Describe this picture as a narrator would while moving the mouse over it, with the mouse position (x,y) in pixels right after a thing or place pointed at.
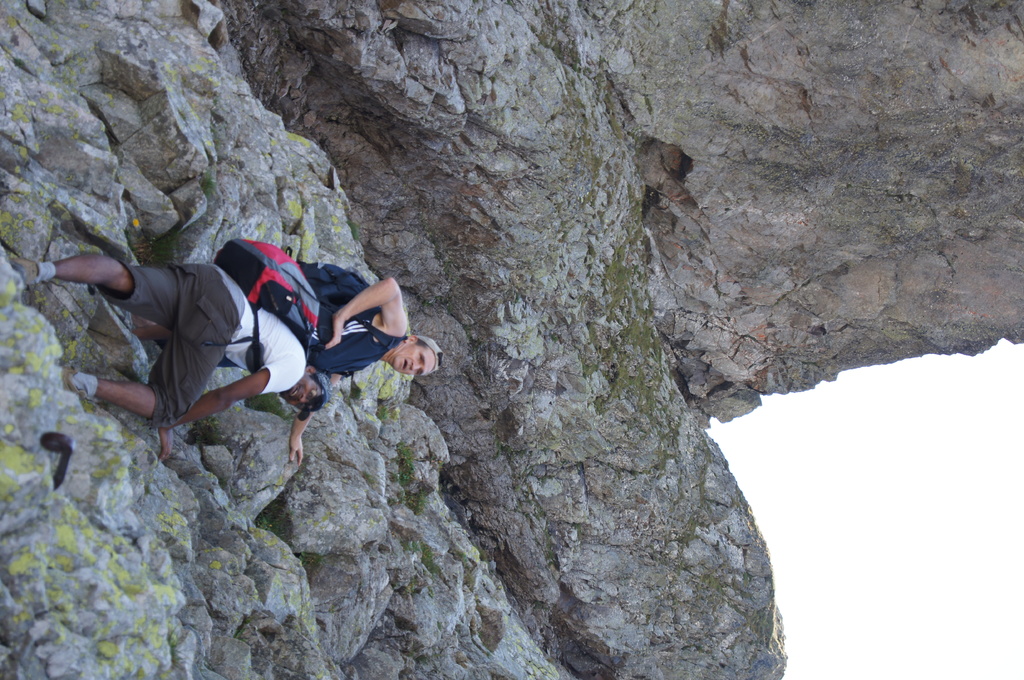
In this picture there are two men (189,309) who are climbing a stone mountain (427,302). They are wearing the bags (307,290). In the bottom right corner (815,653) I can see the sky (896,504).
